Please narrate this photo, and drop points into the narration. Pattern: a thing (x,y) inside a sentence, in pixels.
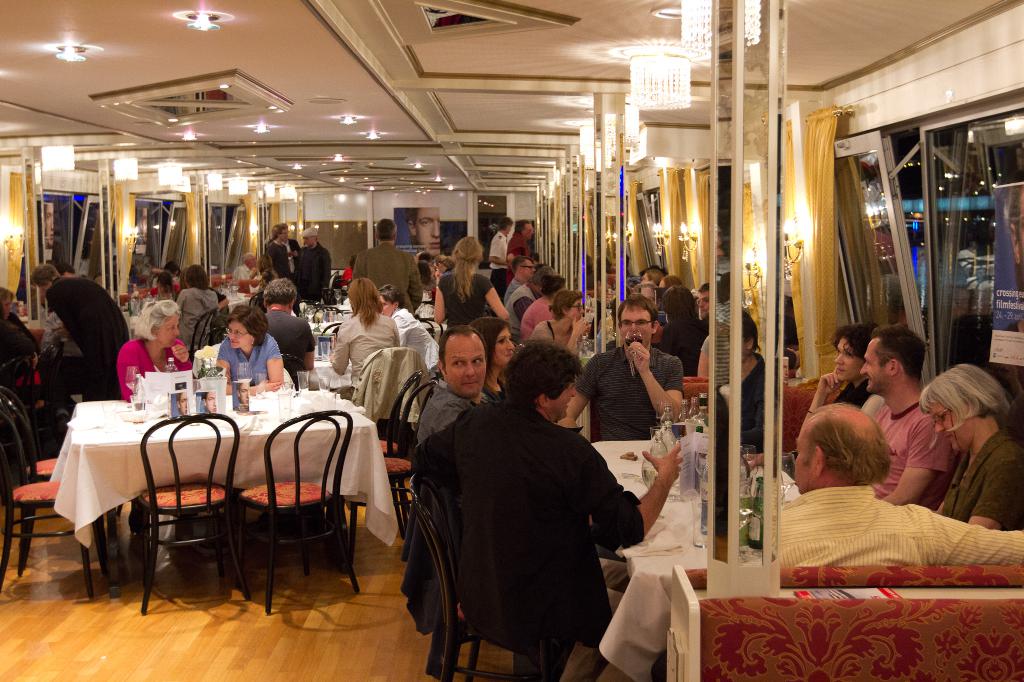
In this image I can see there are group of people (265,360) among them some are sitting on the chair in front of the white color table (121,483) and some are standing on the floor (304,592). On the table (315,473) we have some objects (186,403) on it and the table (123,442) is covered with white color cloth (112,449). Here we have few chairs (178,502) on the floor (320,610).
